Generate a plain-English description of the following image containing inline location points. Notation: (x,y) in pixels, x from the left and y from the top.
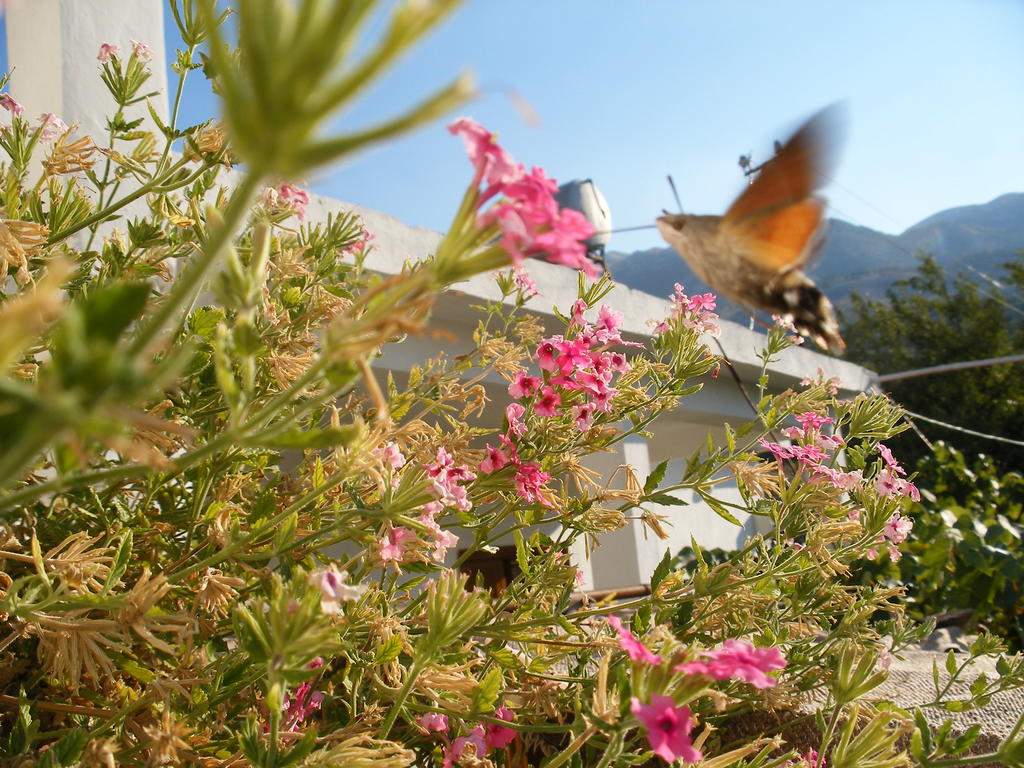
This image consists of plants (421,669) and flowers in the middle (433,383). Flowers (838,486) are in pink color. There is a building (726,542) in the middle (451,314). There are trees (930,603) on the right side (948,440). There is sky (547,90) at the top (380,94).
